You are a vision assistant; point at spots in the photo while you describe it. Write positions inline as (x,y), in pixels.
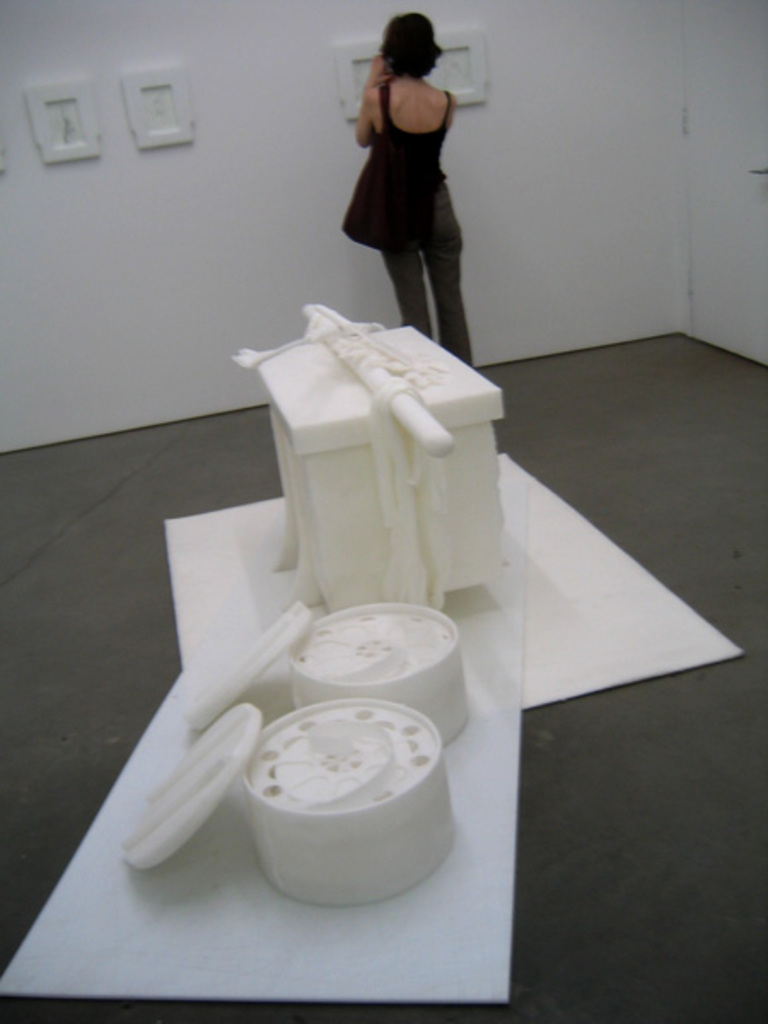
In this image, we can see white marble objects (309,685) are placed on the surface (516,686). Here there is a floor (608,823). In the background (452,261), we can see a woman (419,170) is standing and wearing bag (387,195). Here there is a wall (509,206) and photo frames (63,121).
